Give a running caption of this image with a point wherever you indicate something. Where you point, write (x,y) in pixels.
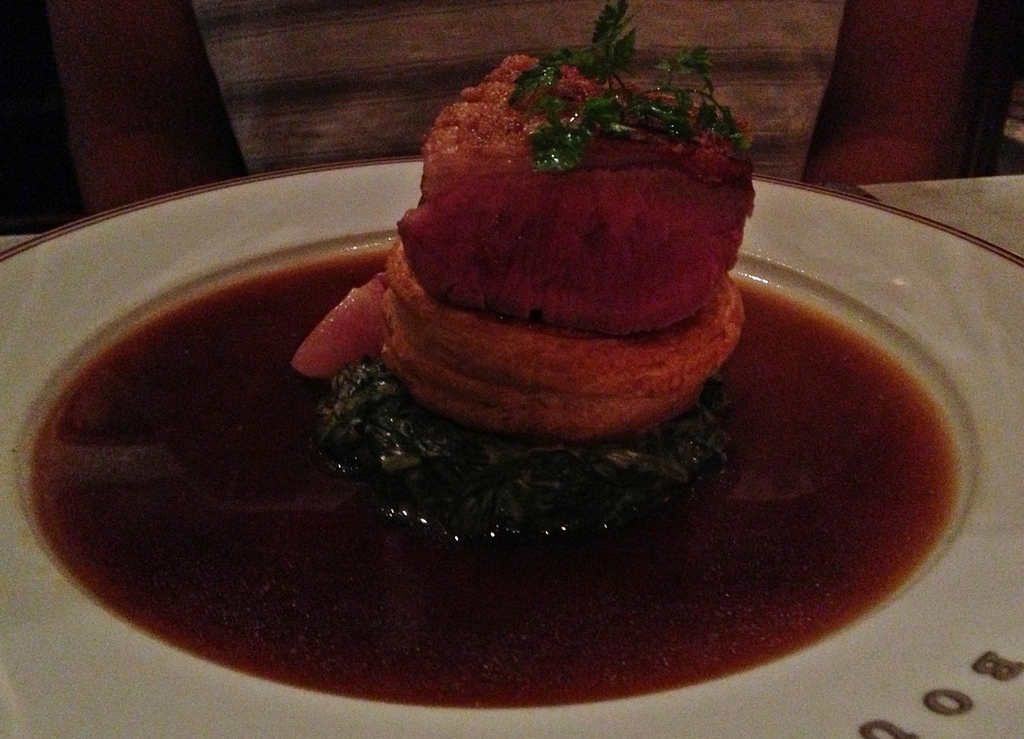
In the center of the image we can see a plate (495,547). In the plate (882,666), we can see some liquid (378,542) and some food items (445,462). At the bottom right side of the image (894,738), we can see capital letters (869,727). In the background (835,174), we can see a few other objects (771,139).
